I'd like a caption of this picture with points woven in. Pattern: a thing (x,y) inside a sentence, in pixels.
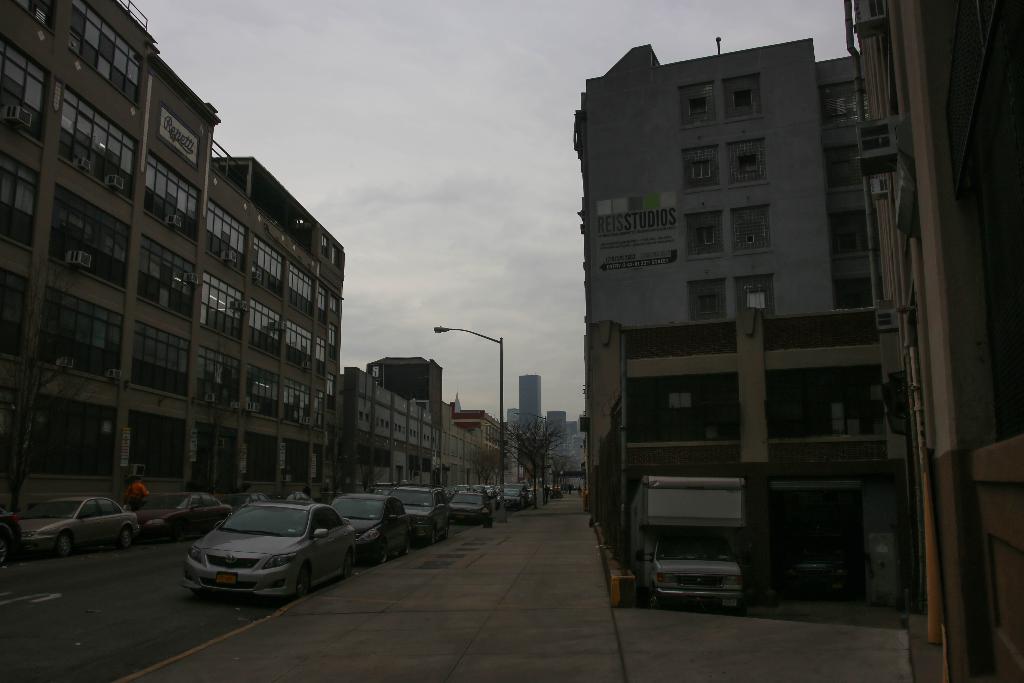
This picture is clicked outside. On the left (200,580) we can see the group of cars (249,585) and we can see the buildings (279,305). In the center (500,349) there is a street light (447,332) attached to the pole (500,467). In the background (456,244) there is a sky (448,300), tree (512,458) and the buildings (384,391) and some other objects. On the right (695,253) we can see the text (634,218) on the building (648,223).
